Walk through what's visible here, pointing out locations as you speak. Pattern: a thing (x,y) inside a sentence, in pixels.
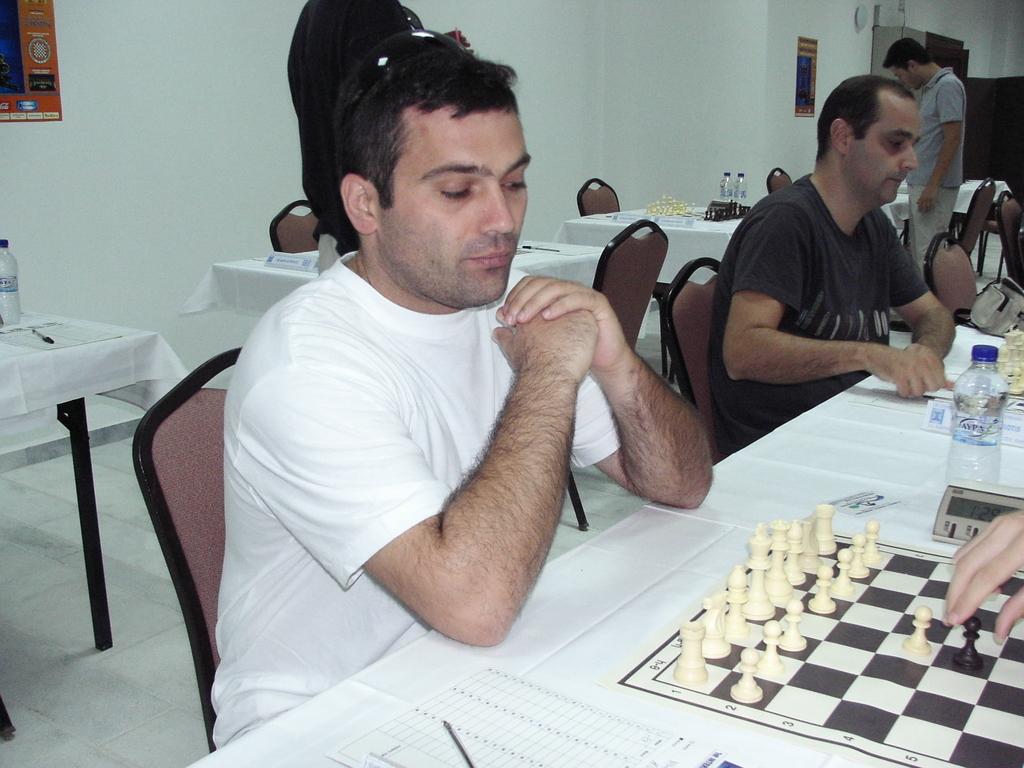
In this image, we can see two men (486,410) are sitting on the chairs (163,488). Here we can see a table (719,574). Few things (495,738) and chess board (809,702) with coins (745,657) are placed on it. Background (129,343) we can see tables (62,390), chairs (931,269), few items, walls (285,191), posters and few people (936,113) are standing. On the right side of the image (978,562), we can see a person's fingers (992,564).
